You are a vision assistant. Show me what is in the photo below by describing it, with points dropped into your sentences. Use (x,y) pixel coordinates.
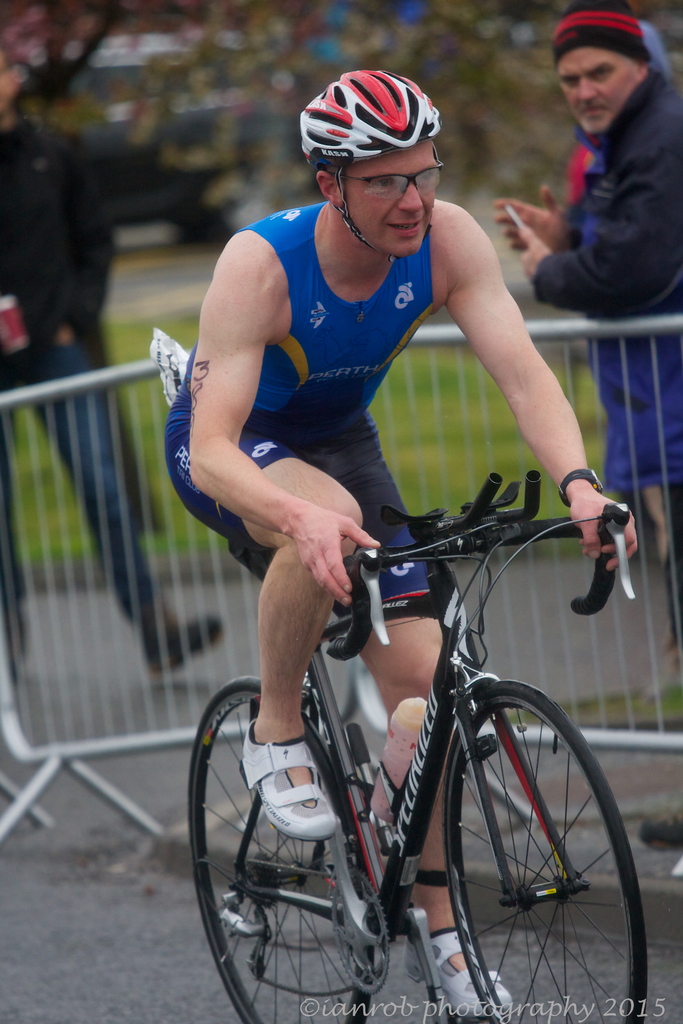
In the picture we can find a person (268,507) riding a bicycle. In the background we can find a railing (129,375), trees (538,173), and person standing behind the railing (121,369). The person (246,503) who is riding a bicycle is wearing a helmet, shoes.
